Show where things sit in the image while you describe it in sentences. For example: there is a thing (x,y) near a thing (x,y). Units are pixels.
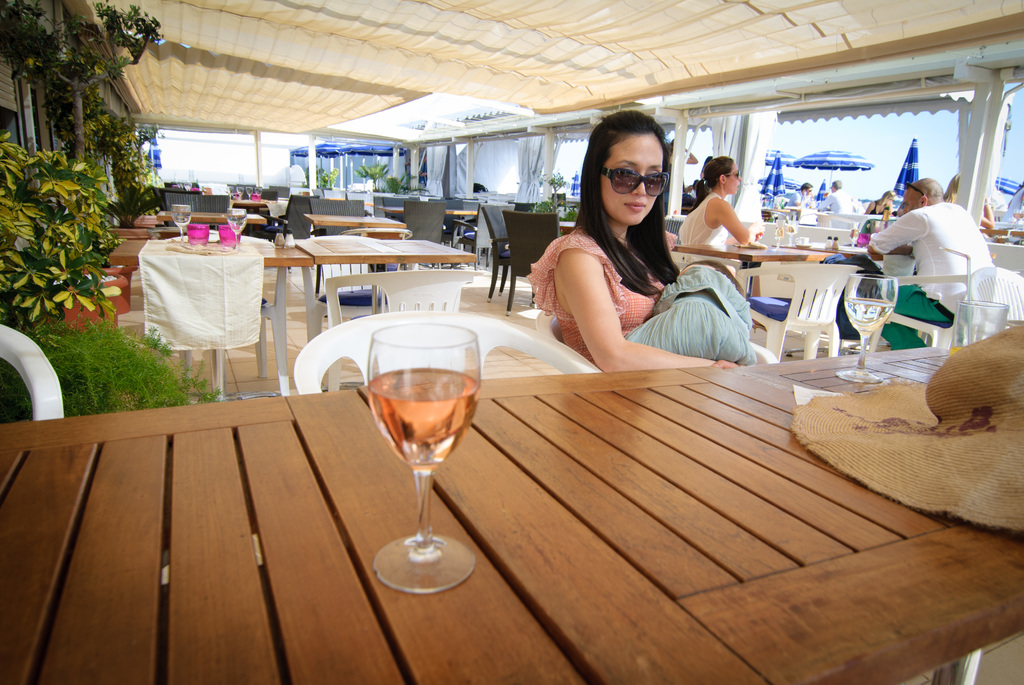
In the image we can see that, there are many chairs (344,267) and tables (573,395). Even there are many people (745,232) sitting on it. This is a wine glass (431,391), there is a plant (70,234) and a flower pot (121,286).
